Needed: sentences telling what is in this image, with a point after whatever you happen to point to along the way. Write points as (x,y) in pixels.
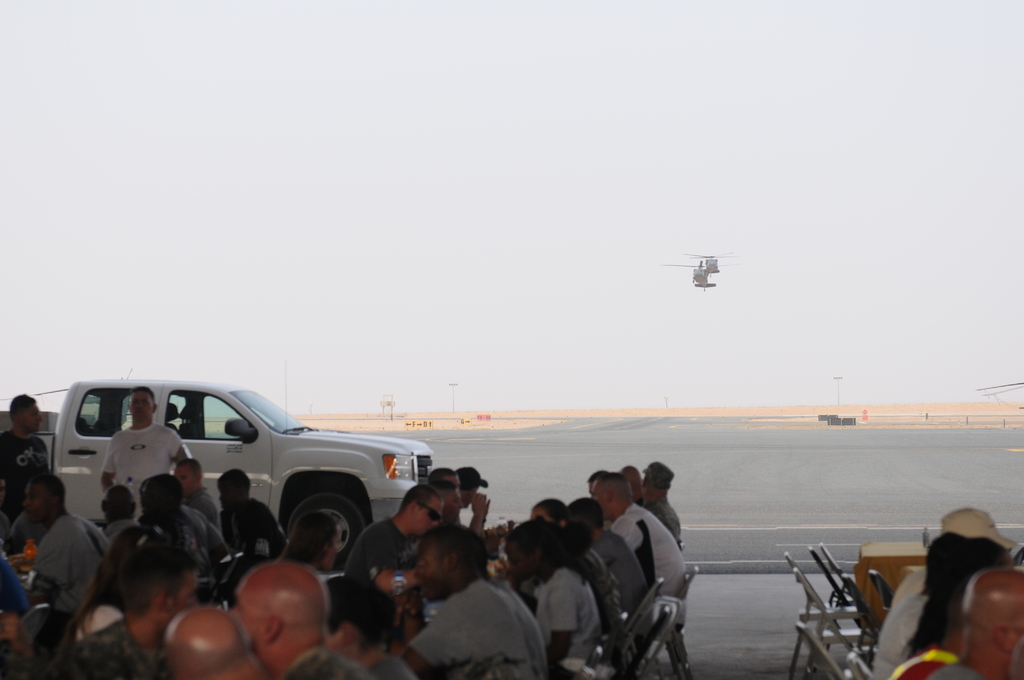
In this image, we can see a vehicle (285,446) on the road (628,463) and in the foreground (556,509), we can see many people (522,564) sitting on the chairs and we can see some tables (893,553) and at the top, there is a helicopter (703,270) in the sky (701,232).
